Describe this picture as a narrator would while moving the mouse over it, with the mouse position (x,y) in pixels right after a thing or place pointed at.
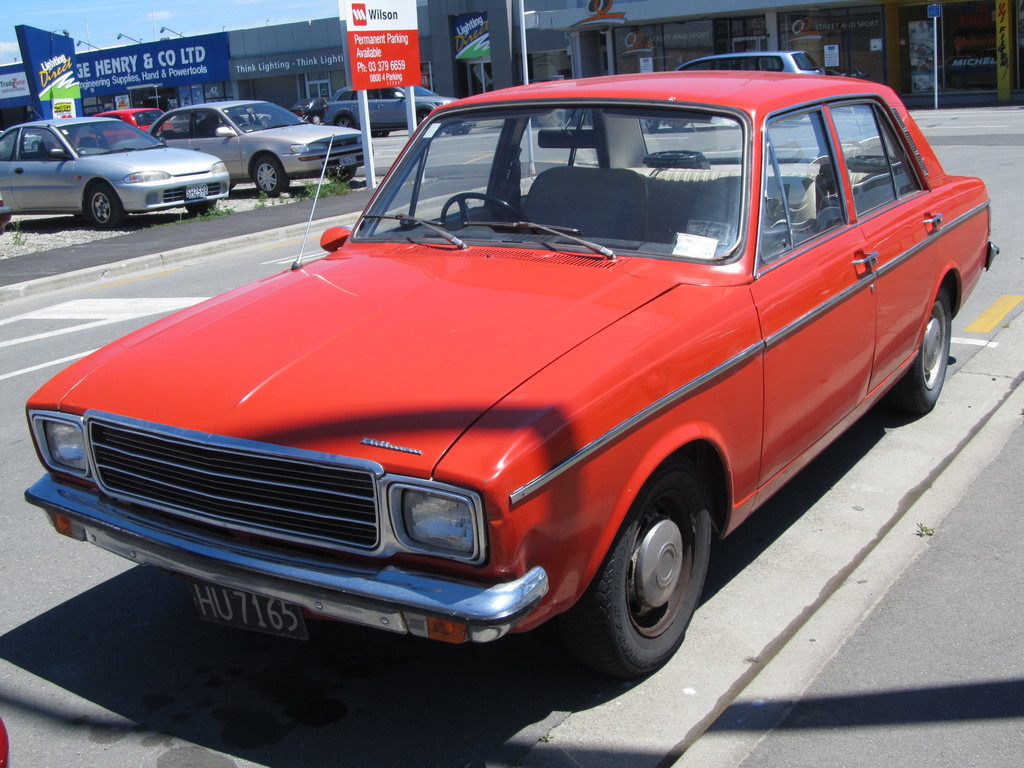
In the image there are few cars (347,106) parked on the road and behind the cars (256,107) there are some stores (426,50) and there are some advertisement boards (378,47) in between the cars (387,110).
